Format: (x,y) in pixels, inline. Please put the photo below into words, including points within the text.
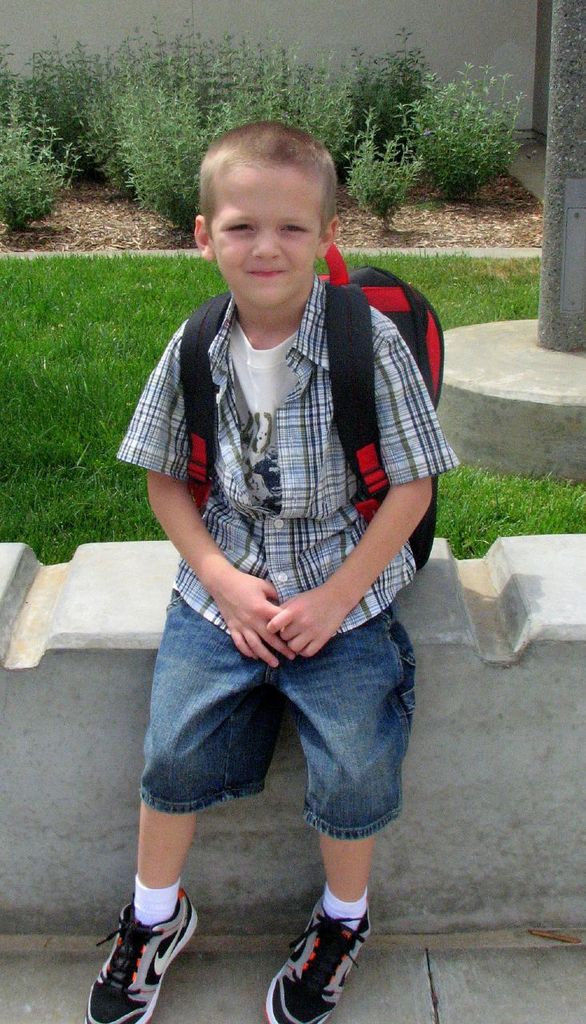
In this image we can see a child (279,604) wearing shirt (323,533), t-shirt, socks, shoes (107,967) and backpack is sitting on the wall (550,703). In the background (535,350), we can see grass (9,353), pole (573,156), plants (469,118) and the wall (452,75).
